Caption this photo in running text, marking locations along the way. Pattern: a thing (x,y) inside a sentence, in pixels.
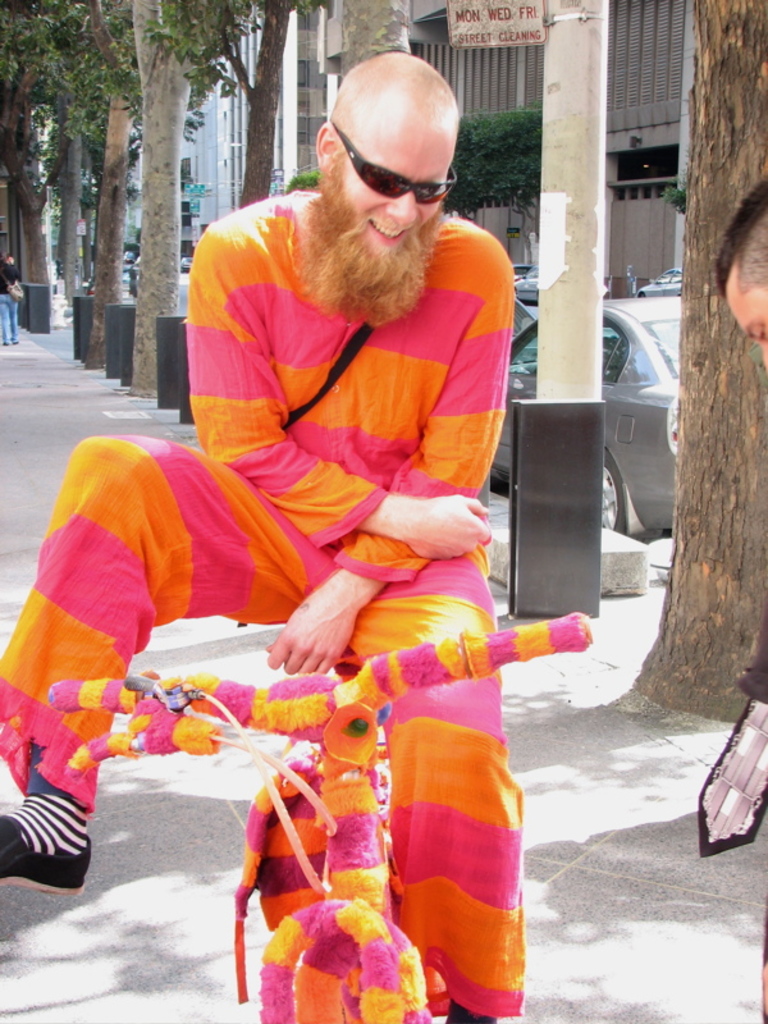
In the picture we can see a man (75,494) sitting on the bicycle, he is with a different costume (244,553) and long beard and bald head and beside him we can see a tree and the pole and behind it, we can see a car (649,416) is parked near the path (647,853) and we can see some poles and trees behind him.
